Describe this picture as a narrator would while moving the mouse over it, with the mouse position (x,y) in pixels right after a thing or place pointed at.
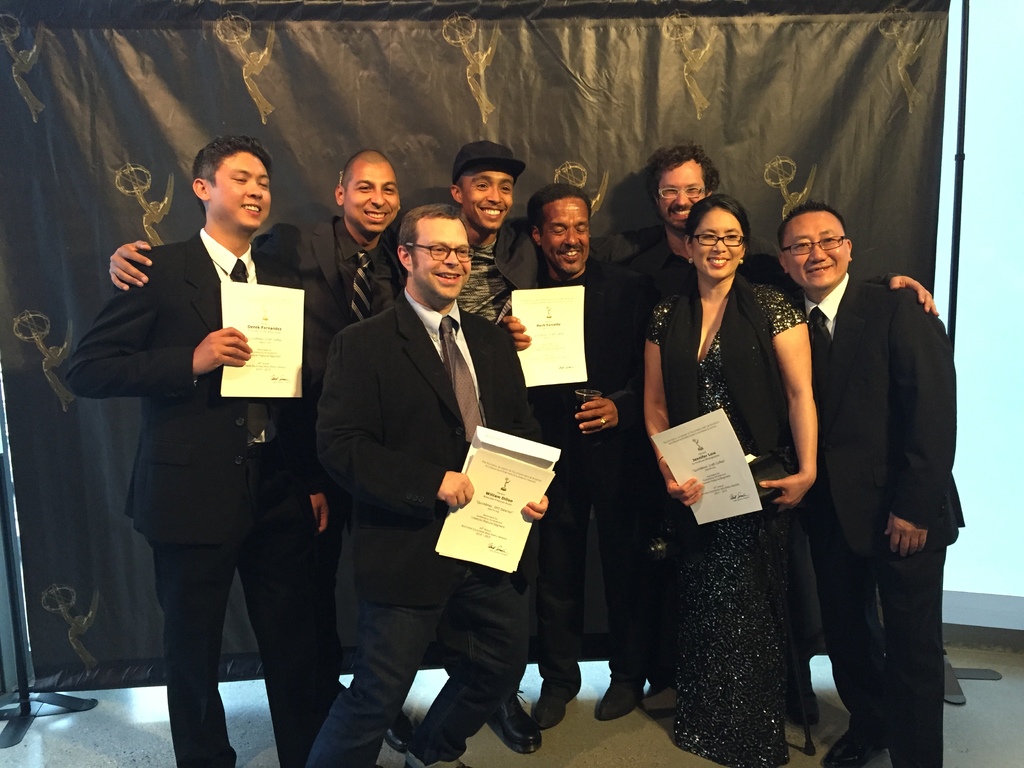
In the image there are few men (618,348) and a woman (688,623) in black dress (697,607) holding papers (496,549) and standing in the front of a black curtain (474,79) and behind it there is wall (990,351).
